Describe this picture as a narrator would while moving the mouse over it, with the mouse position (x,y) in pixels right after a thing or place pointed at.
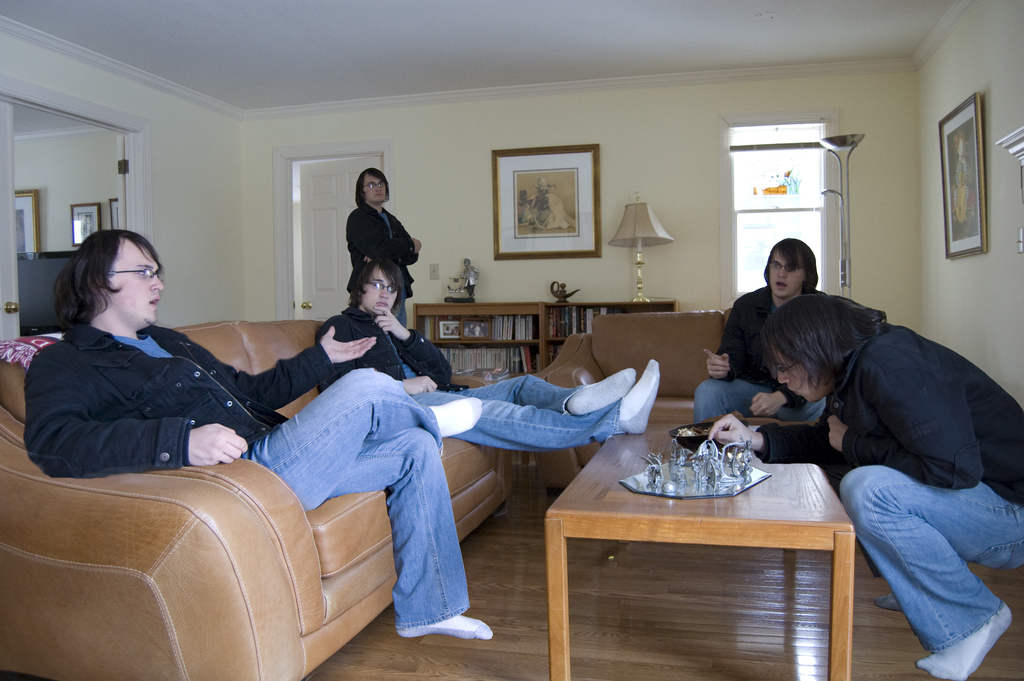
There are few people (418,472) sitting on the sofa (33,624). In the background (355,243) there is a person (381,225) standing at the door (317,245), there are frames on the wall (233,212), tables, window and a lamp (660,233).
